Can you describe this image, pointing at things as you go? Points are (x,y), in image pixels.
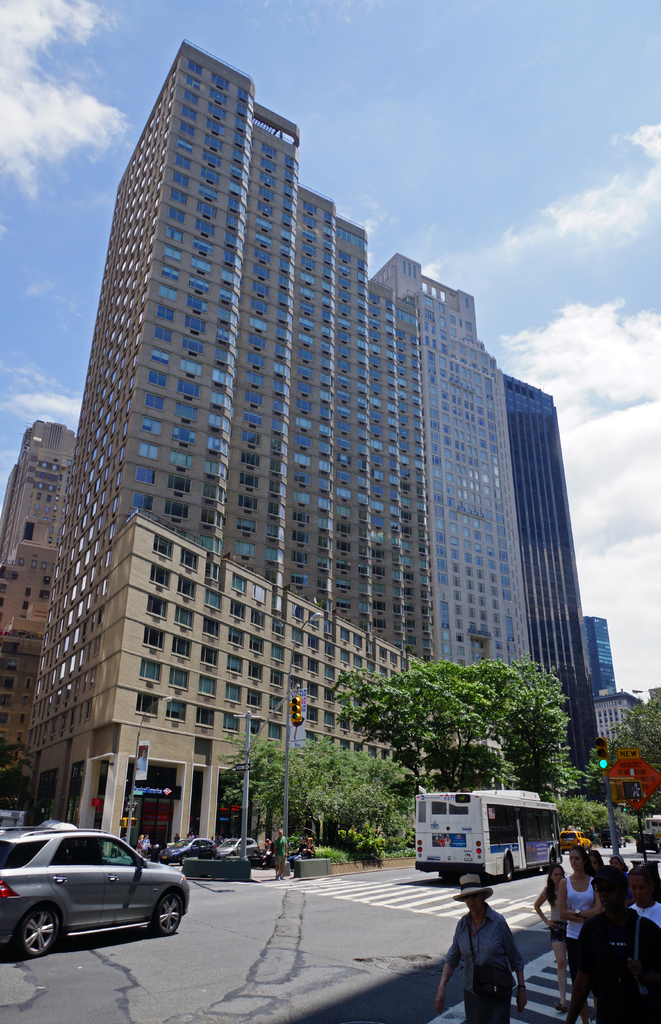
At the center of the image (304,611) there is a huge building (294,548), in front of the building (204,811) there are some trees (294,771) and poles (131,795). At the bottom of the image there is a road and some vehicles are on the road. In the right bottom side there are few people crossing the road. In the background (539,159) there is a sky (475,172).
